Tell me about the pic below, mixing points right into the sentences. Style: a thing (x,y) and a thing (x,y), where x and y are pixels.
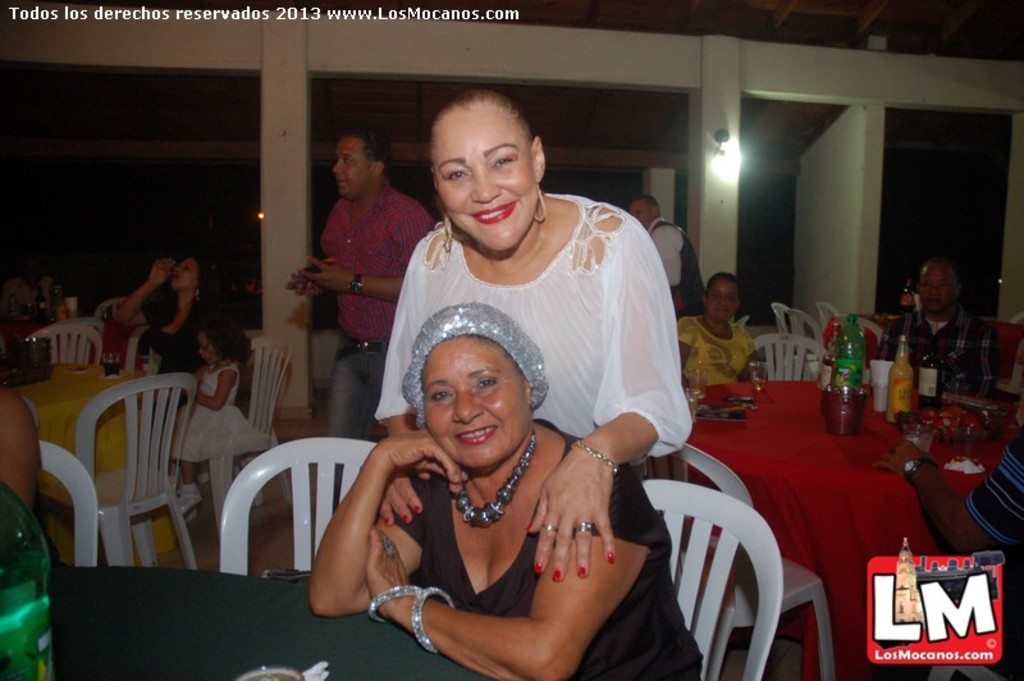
In the center of the image (517,444) we can see a lady (538,498) sitting, behind her there is another lady (549,336) standing and smiling. In the background (963,502) there are people (350,198) standing and some of them are sitting. There are tables (934,541) and we can see bottles (903,376), glasses (883,395) placed on the tables (296,628). There is a light (716,148) and we can see a wall (712,135).
